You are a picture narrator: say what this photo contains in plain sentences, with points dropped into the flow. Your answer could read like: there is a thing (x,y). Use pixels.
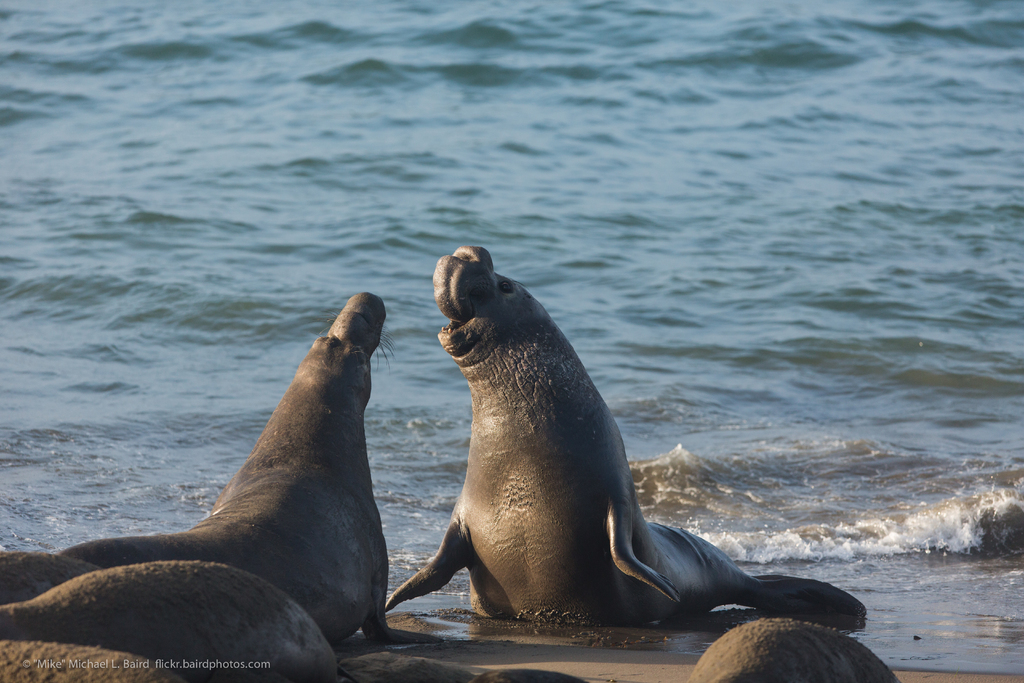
In this image there are seals (485,433) and water (459,201). At the bottom left side of the image (119,664) there is a watermark (151,664).
